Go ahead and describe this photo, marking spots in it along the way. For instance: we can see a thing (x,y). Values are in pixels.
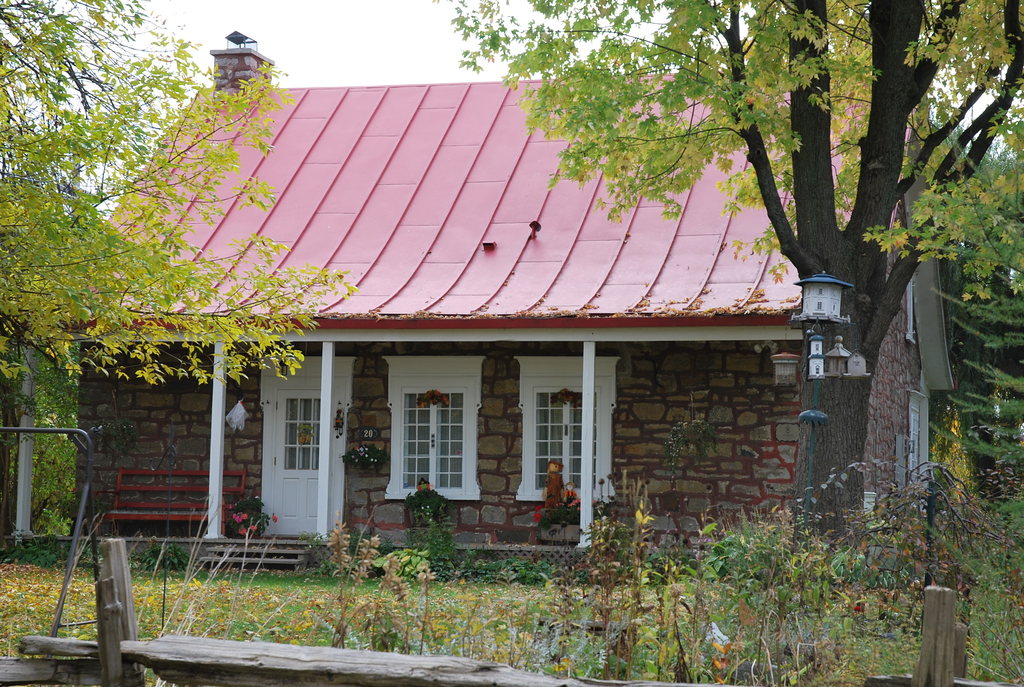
In this picture there is a house (365,391) with white windows (480,370) and rooftop (483,256). In the front (873,557) bottom side there is a green plants (820,557) in the ground (83,576). On the right corner (842,426) there is a tree (839,407).
